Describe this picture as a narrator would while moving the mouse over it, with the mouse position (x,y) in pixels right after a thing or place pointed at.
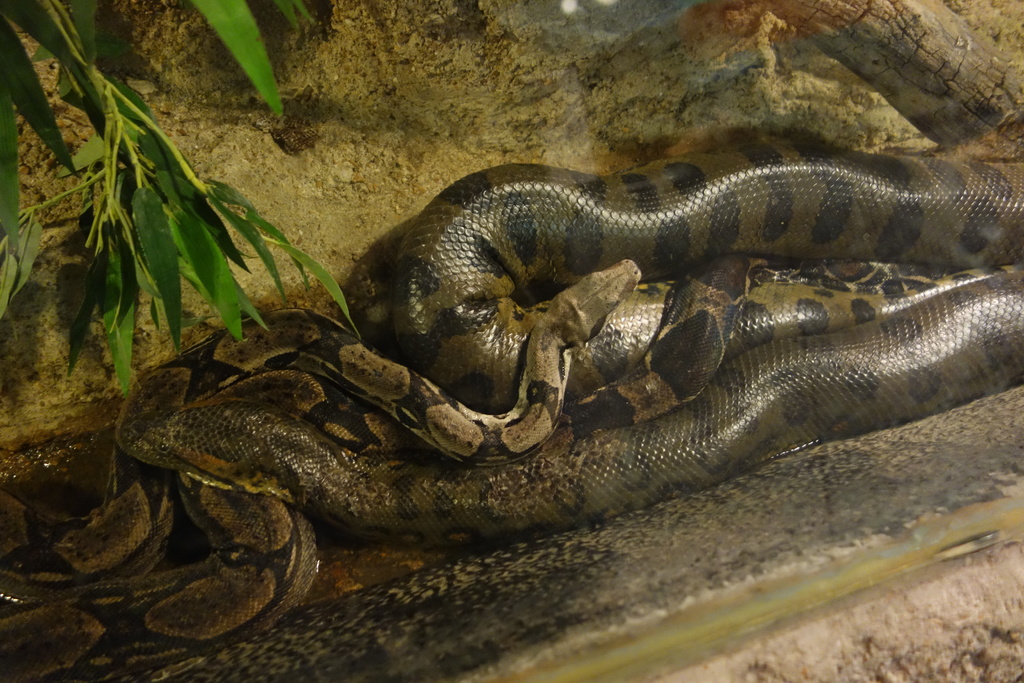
In this picture we can see snakes (313,347) on the ground (1017,477) and in the background (130,233) we can see leaves (3,172).
